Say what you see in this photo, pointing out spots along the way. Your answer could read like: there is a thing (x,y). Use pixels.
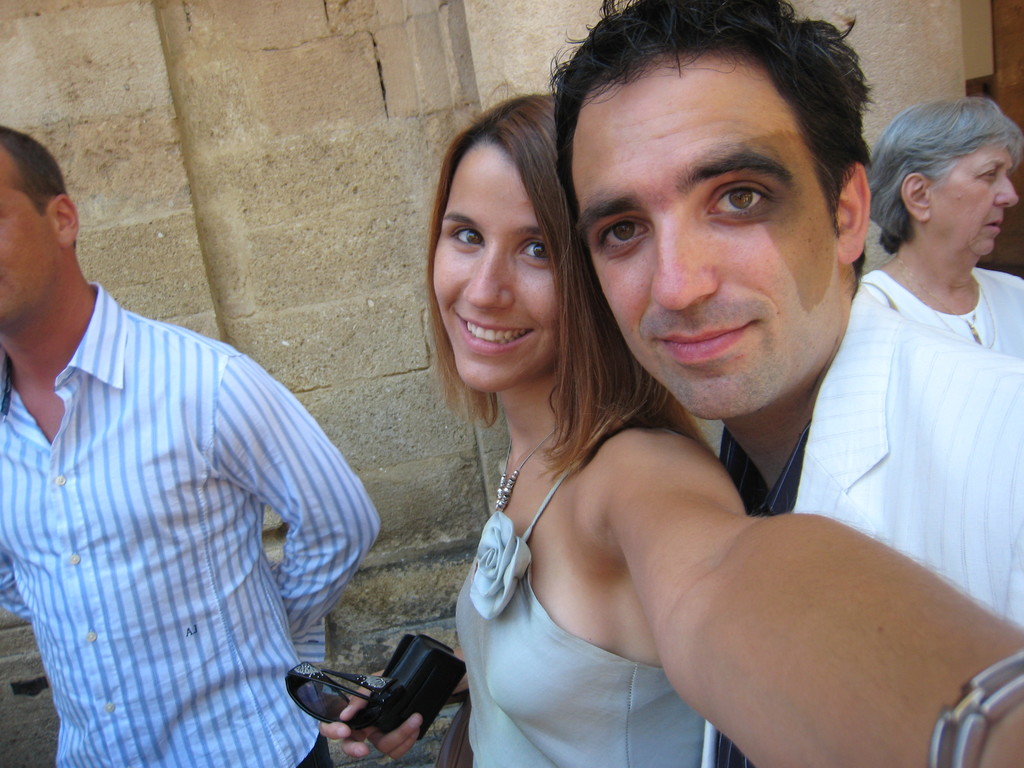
In this image I can see group of people (118,496) standing. The person (857,488) in front (907,470) wearing white color shirt (864,459) and the other person (628,547) wearing gray color dress (478,570). Background (135,64) I can see wall (327,141) in cream color.
